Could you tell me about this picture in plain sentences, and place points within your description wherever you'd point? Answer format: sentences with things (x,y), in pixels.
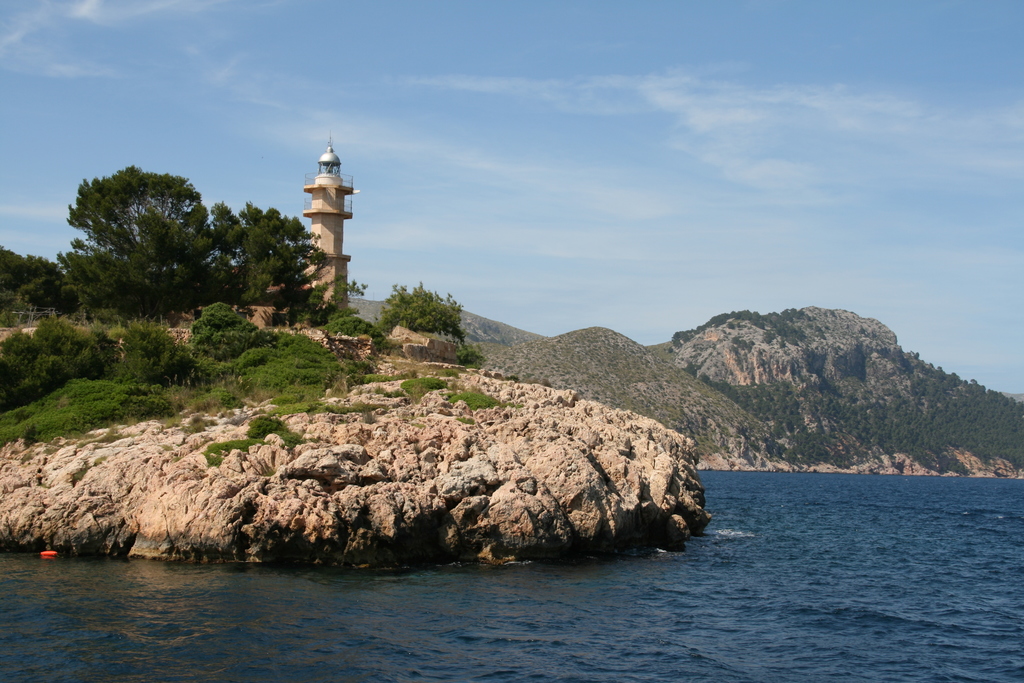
In this image I can see the water (828,605), the rocky surface (441,448), some grass (186,386), few trees (178,246) which are green in color and a tower (315,205) which is brown in color. In the background (604,388) I can see few mountains (722,335) and the sky (664,182).
